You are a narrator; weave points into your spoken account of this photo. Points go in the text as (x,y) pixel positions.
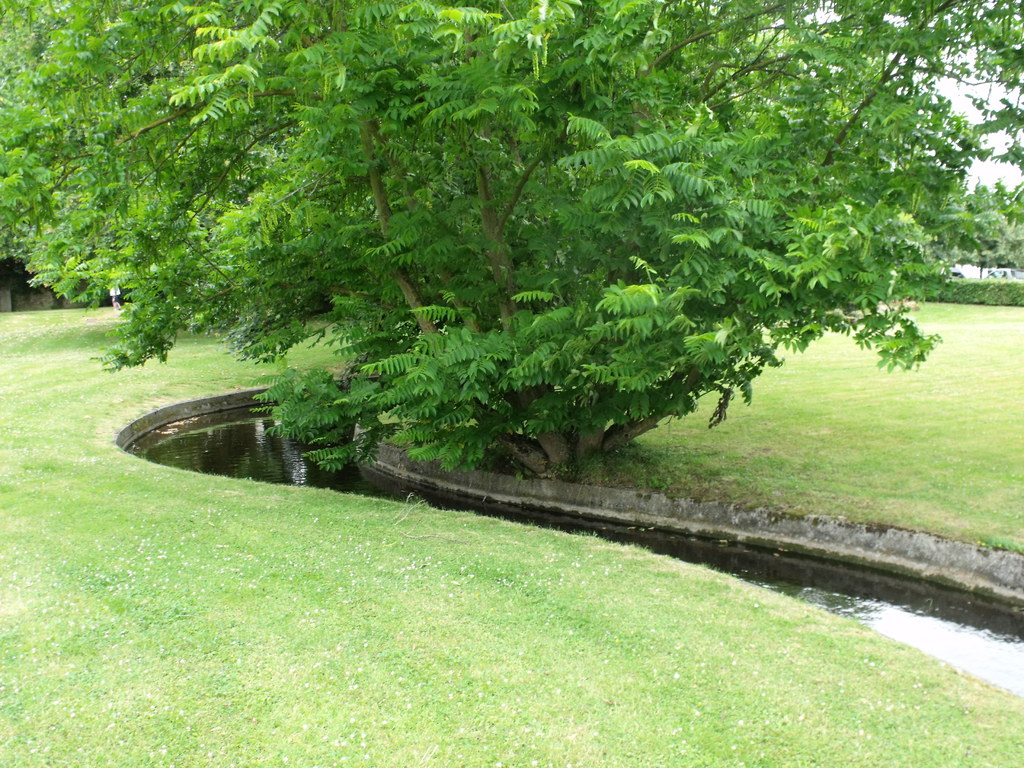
In this image I can see few green color trees (542,97) and water (589,517). The sky (960,83) is in white color.
